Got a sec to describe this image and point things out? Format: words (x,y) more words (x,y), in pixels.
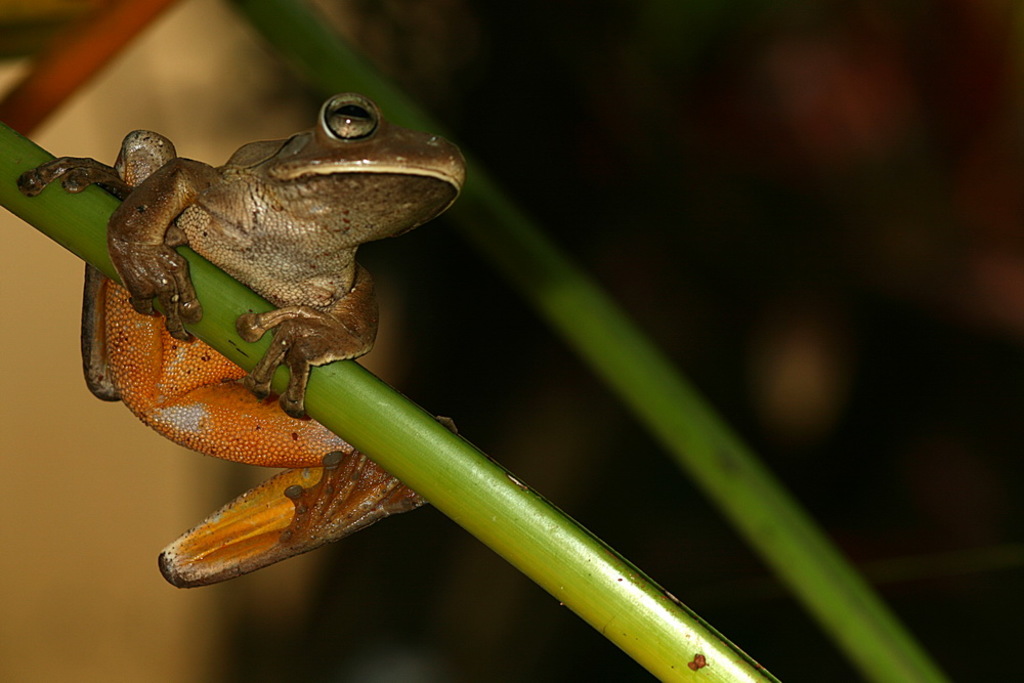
On the left side of this image (285,250) there is a frog (189,373) on a stem (312,411). Beside this there is another stem (556,276). The background (574,85) is blurred.
